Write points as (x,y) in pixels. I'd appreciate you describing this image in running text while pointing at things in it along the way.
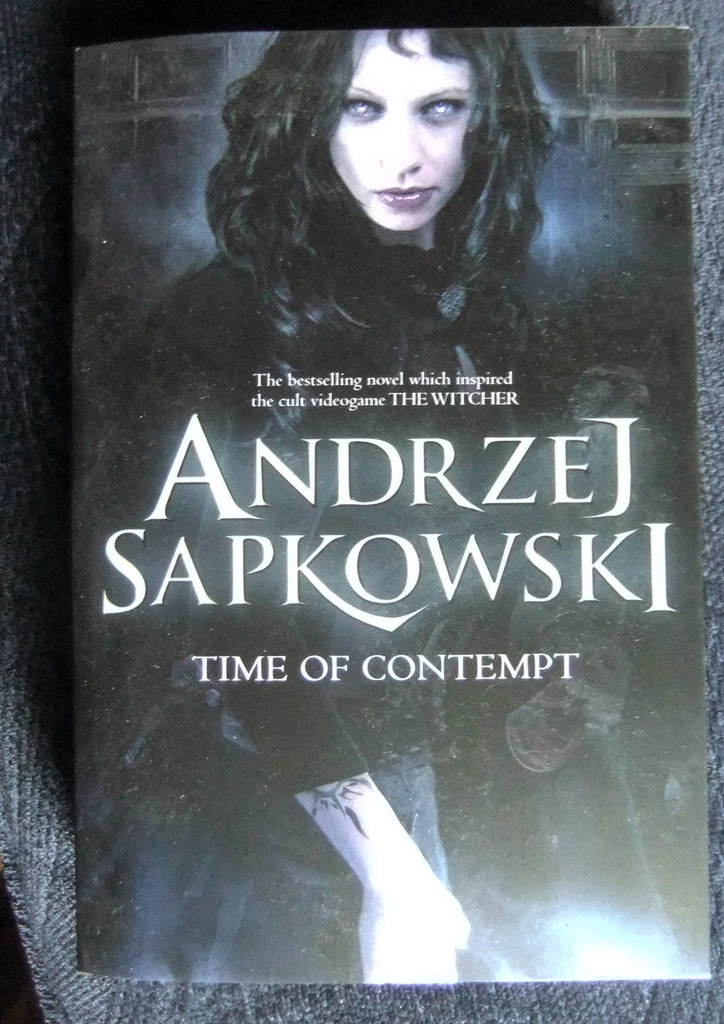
In this picture I can see there is a book (322,75) it is in black color and there is a woman (260,371) here, wearing a black dress (402,304) and there is something written on it. The book (575,885) is placed on a grey color surface (14,369).
